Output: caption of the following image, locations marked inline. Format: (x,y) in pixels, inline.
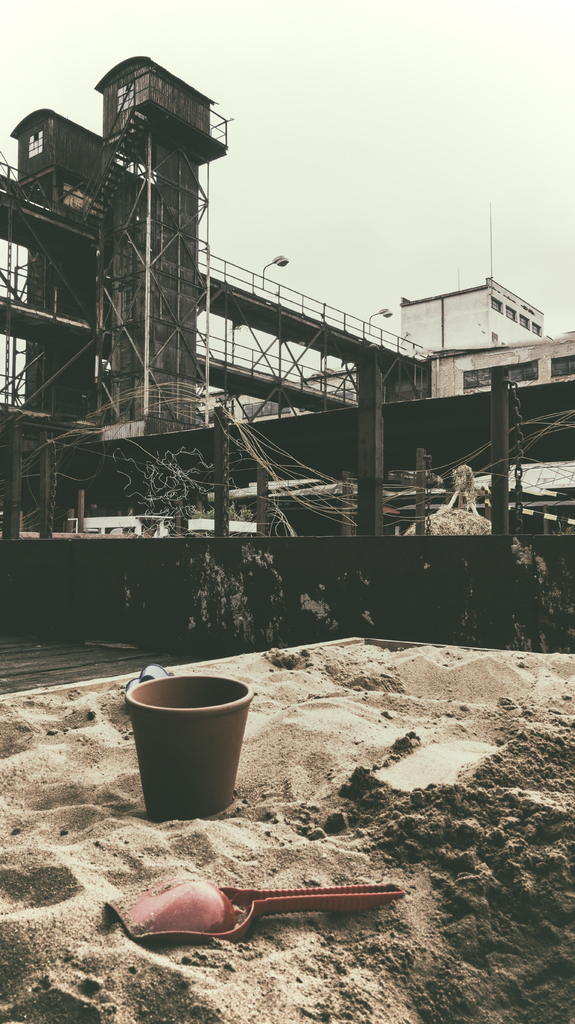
In this image in the front (166,949) there is a toy shovel (188,929) and there is a bucket (149,699) and there is sand (249,714). In the background (282,417) there are buildings (115,234), poles (101,319) and there are objects (467,480) and the sky (377,179) is cloudy.
